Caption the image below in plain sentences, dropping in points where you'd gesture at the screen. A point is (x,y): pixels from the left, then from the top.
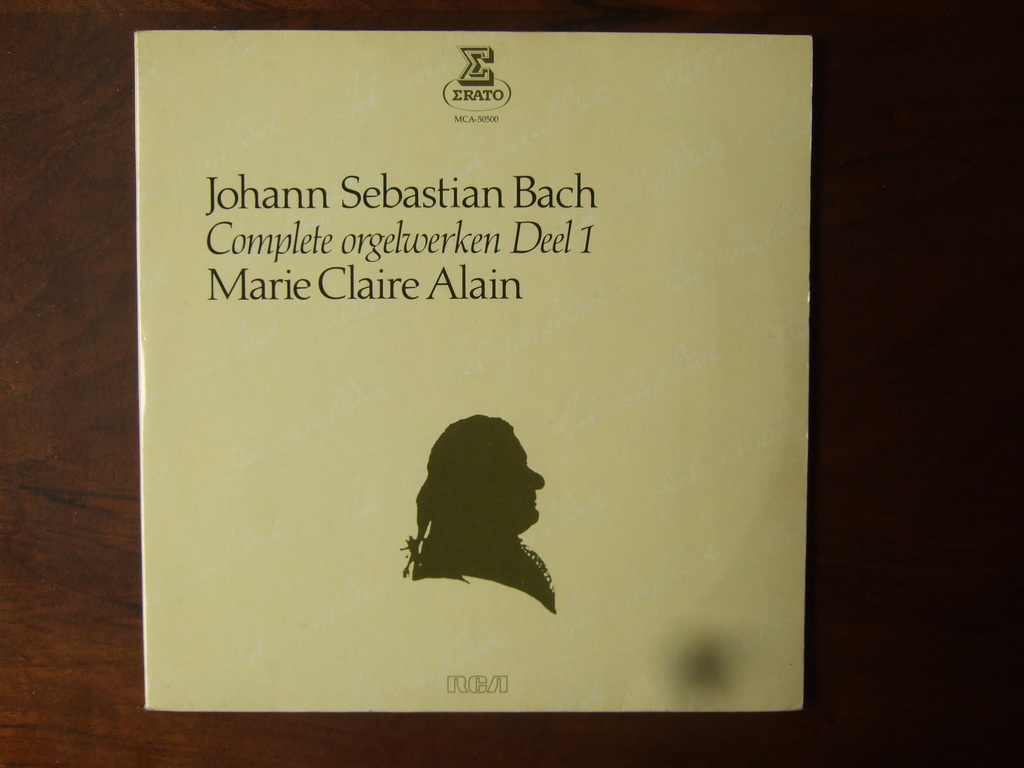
In this image I can see a paper (591,303) and something is written on it. It is on the brown surface (66,332).
